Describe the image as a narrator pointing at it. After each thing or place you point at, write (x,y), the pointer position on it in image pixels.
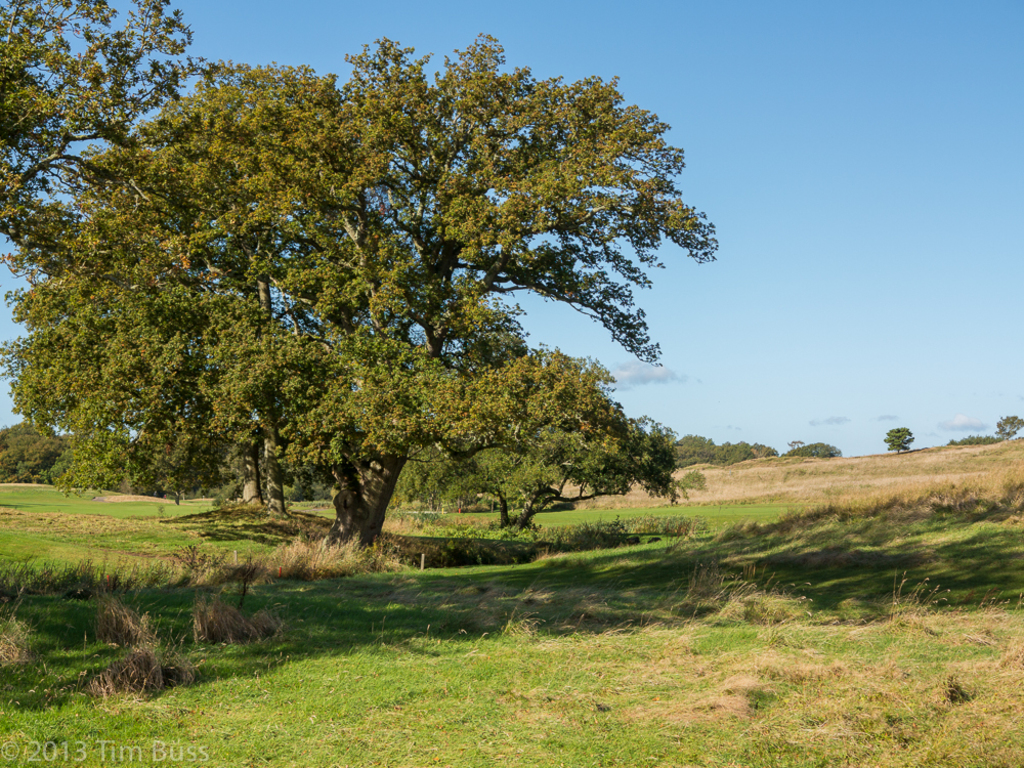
In this image we can see tree (362,406) on the grassy land (369,622). At the top of the image (717,48), sky (824,196) is there. Background of the image (688,459), trees (898,443) are present.
